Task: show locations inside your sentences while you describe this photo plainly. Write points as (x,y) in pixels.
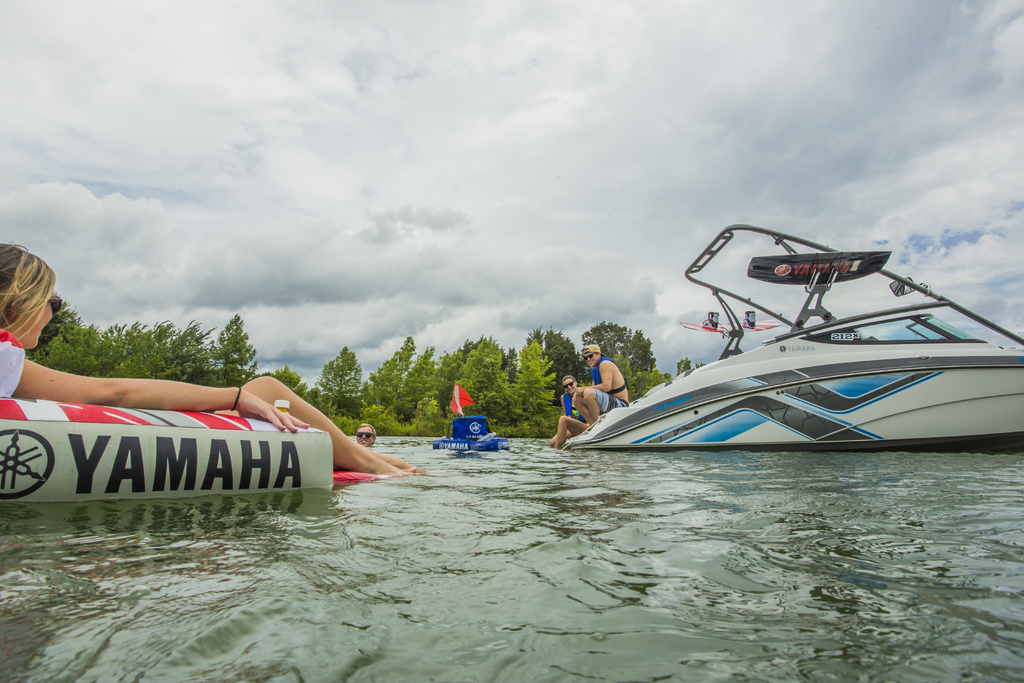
On the left side of the image (189,419), we can see a woman (194,389) on the inflatable object (176,457). In the middle of the image (570,422), we can see two persons (572,407), inflatable object (490,435) and a person (364,440) in the water (455,469). On the right side of the image (818,440), there is a boat (913,428) on the water (783,456). In the background (554,419), there are trees (443,420), plants (435,397) and the cloudy sky (526,190).
